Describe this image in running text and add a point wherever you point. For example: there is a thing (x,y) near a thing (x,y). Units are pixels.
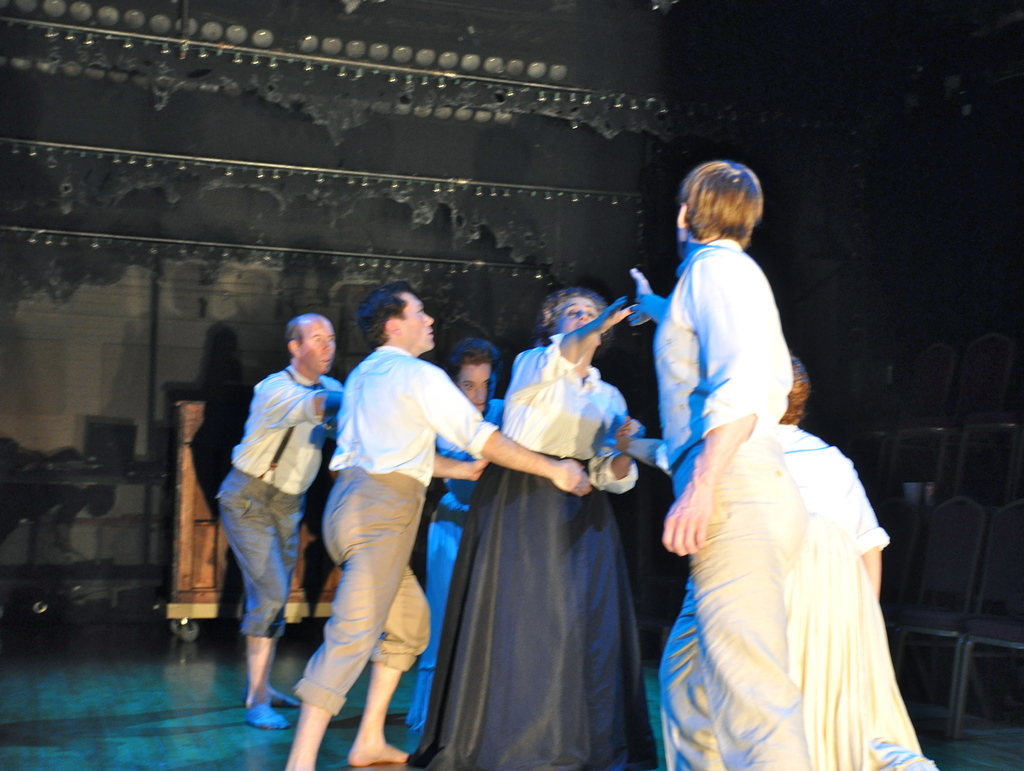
In the picture we can see few people (572,641) are acting and behind them a part of the desk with wheels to it
